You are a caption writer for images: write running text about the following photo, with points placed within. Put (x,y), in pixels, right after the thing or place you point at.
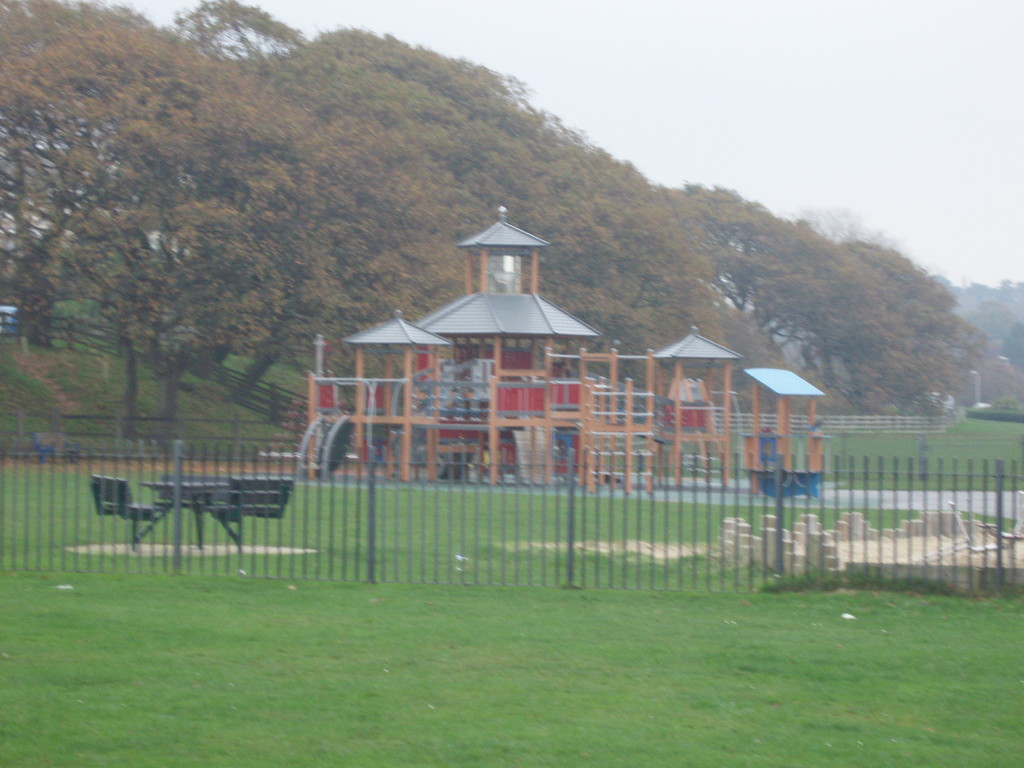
In the foreground of this picture (438,505), there is a railing (462,568) and grass (226,637). In the background (196,477), there are chairs (158,516), tables (209,478), a gaming house (508,428), trees (256,277) and the sky (784,194).
